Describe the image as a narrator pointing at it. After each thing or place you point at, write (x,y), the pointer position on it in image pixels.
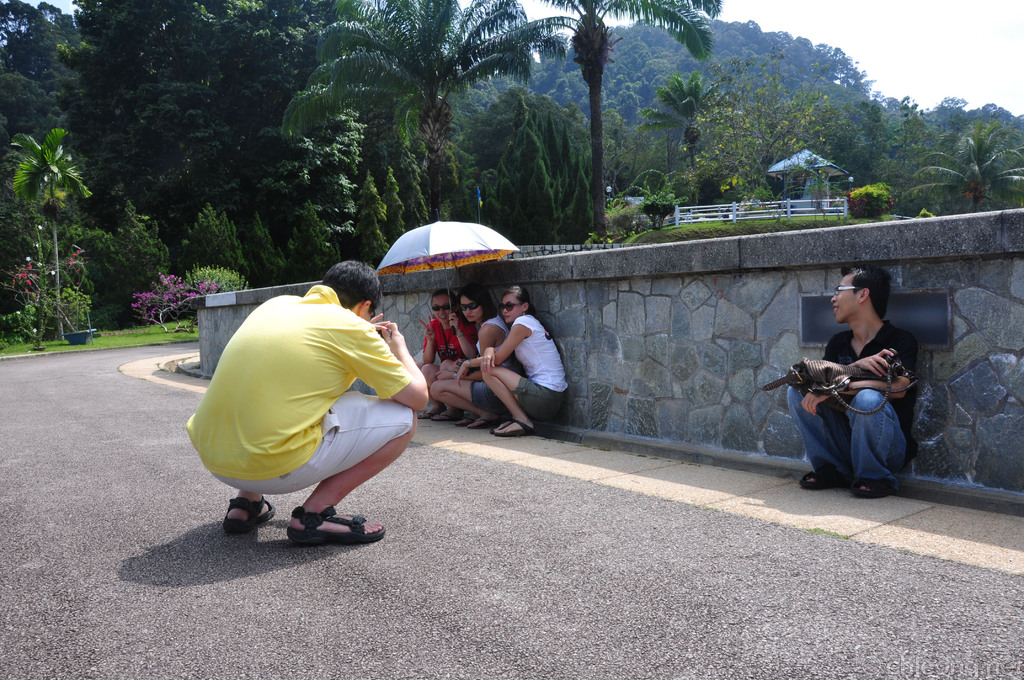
In this picture I can see some people (557,360) are sitting side of the wall (468,275) and holding an umbrella (452,263), side another person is sitting and one person (342,418) sitting on the road (403,542) and taking picture, around I can see some flowers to the plants (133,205) and trees (59,135).
